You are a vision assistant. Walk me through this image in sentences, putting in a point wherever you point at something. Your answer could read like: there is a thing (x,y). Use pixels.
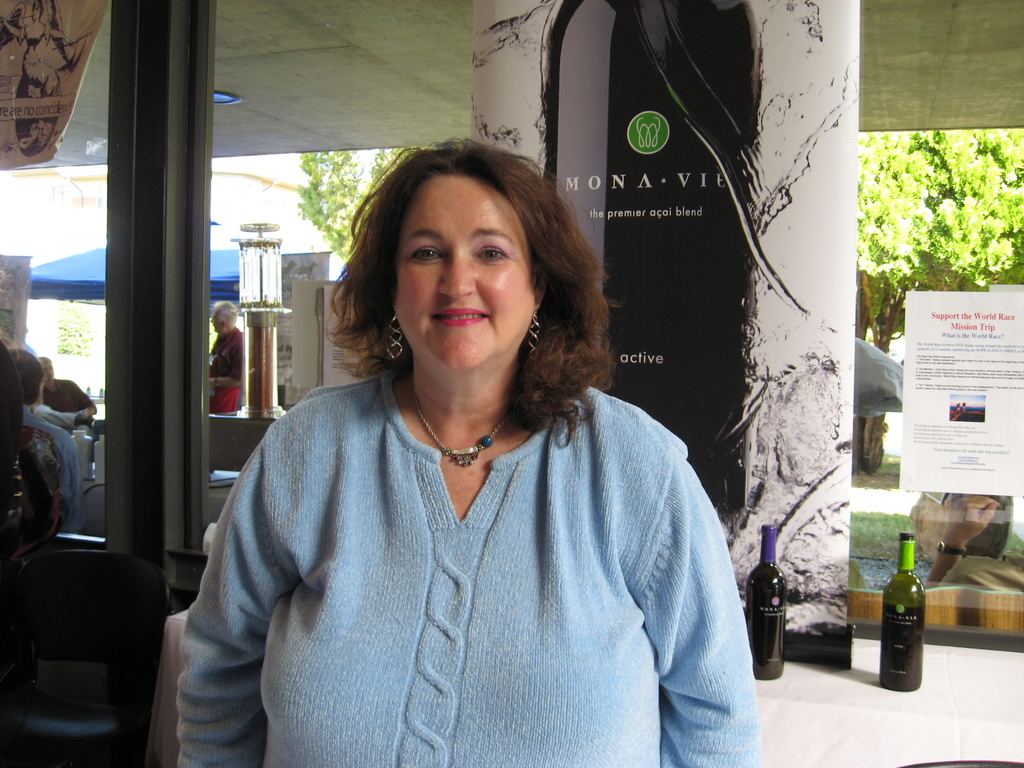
In the center (593,465) we can see one woman (417,318) is standing and she is smiling which we can see on her face (469,339). And beside her we can see two wine bottles (771,619), and some banners (770,318). Coming to the background (331,167) there were some trees (887,184) and we can see few peoples (56,401).
